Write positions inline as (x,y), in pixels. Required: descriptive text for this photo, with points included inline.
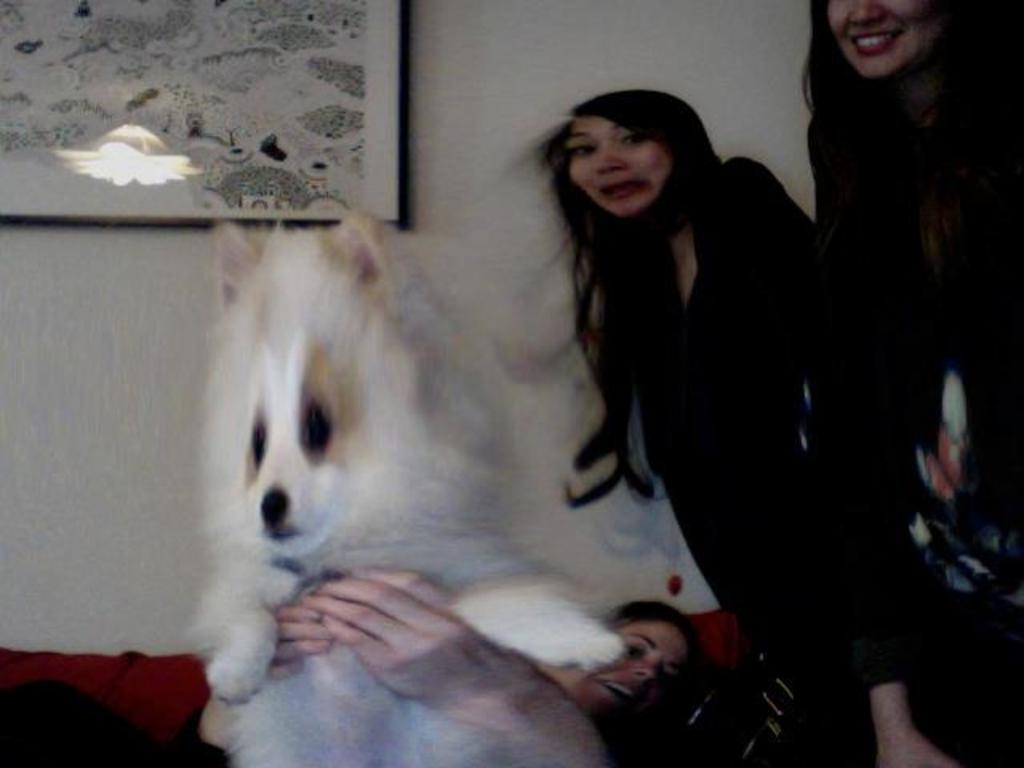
This picture describes about three women (697,461), one woman (648,667) holding a dog (397,542) in her hands (484,666). We can see wall painting (174,127) in the background (167,110).
